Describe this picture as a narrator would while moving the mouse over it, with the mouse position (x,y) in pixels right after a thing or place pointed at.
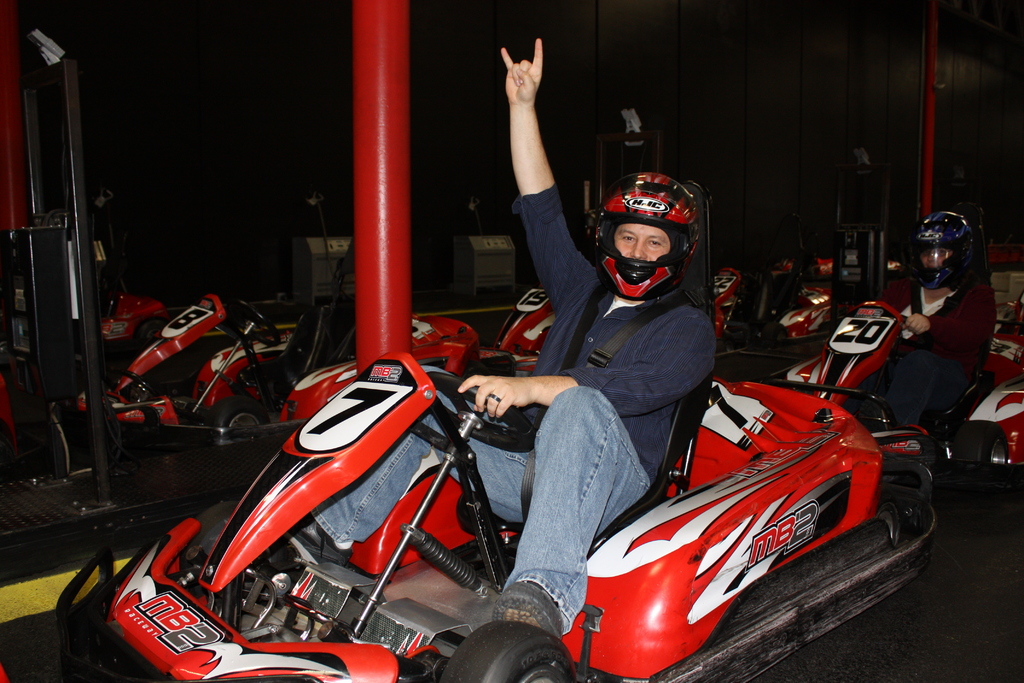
In the image two persons (964,292) are riding vehicles (239,576). Behind them there are some poles (23,216) and vehicles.
